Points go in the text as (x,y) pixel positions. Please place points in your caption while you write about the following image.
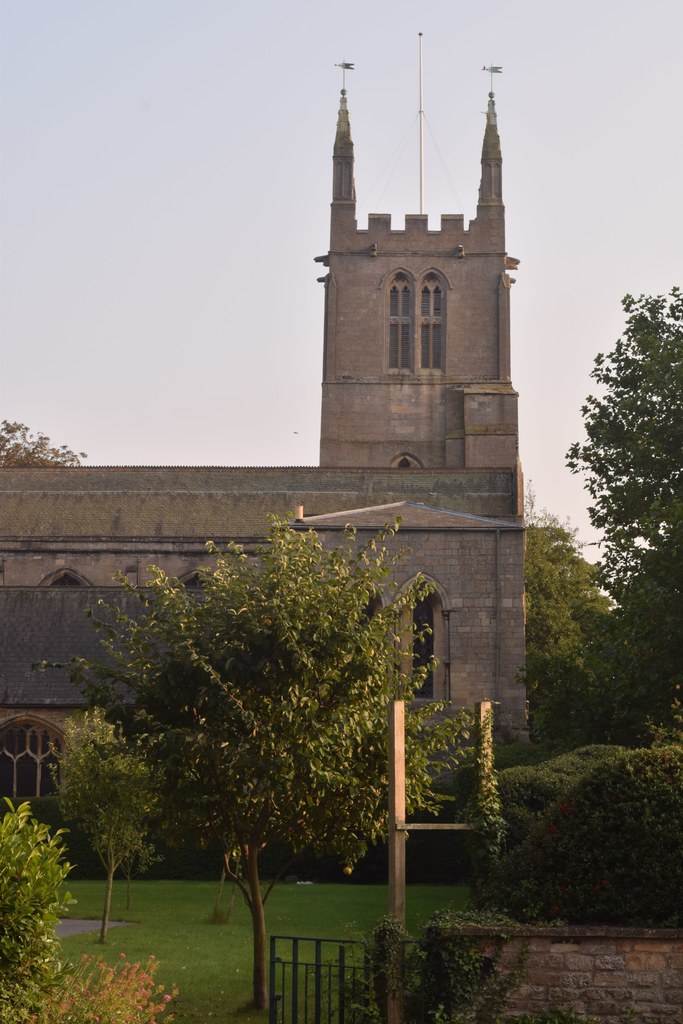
There is a building (413,441) with the windows (395,325), here there are trees (465,715) and a sky (167,252).
